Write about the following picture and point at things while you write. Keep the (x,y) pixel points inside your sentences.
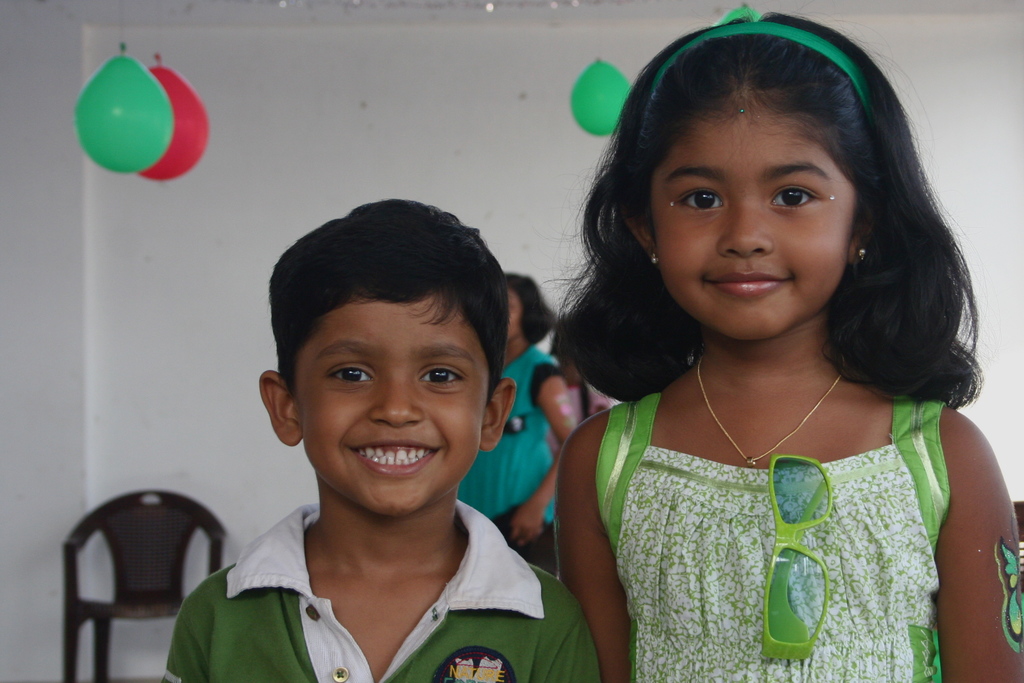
In this image i can see a girl (717,338) and a boy (481,430) standing and smiling at the back ground (248,529) i can see a chair (151,565), other woman (527,426) standing, a wall (511,94) and a balloon (596,121).
